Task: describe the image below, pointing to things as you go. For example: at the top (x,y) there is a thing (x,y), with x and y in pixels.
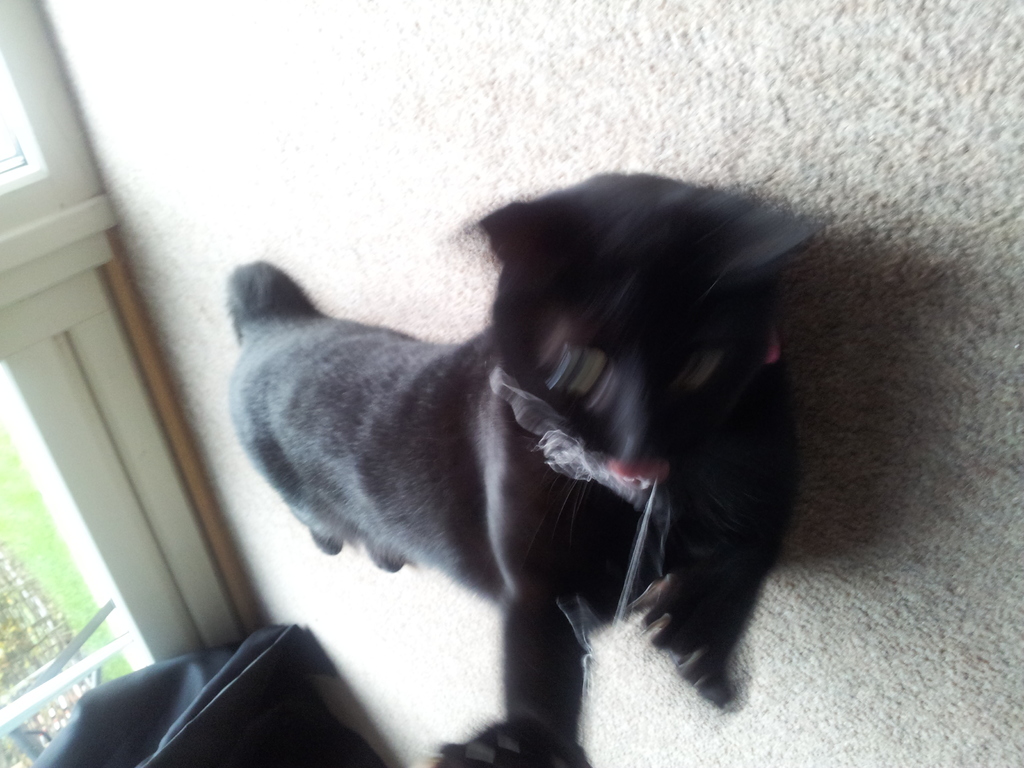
In this image I can see an animal (451,464) which is in black color. In the background (205,732) I can see the black color object (189,734) and the glass door (128,592). I can see the grass (7,541) from the glass (36,636).
